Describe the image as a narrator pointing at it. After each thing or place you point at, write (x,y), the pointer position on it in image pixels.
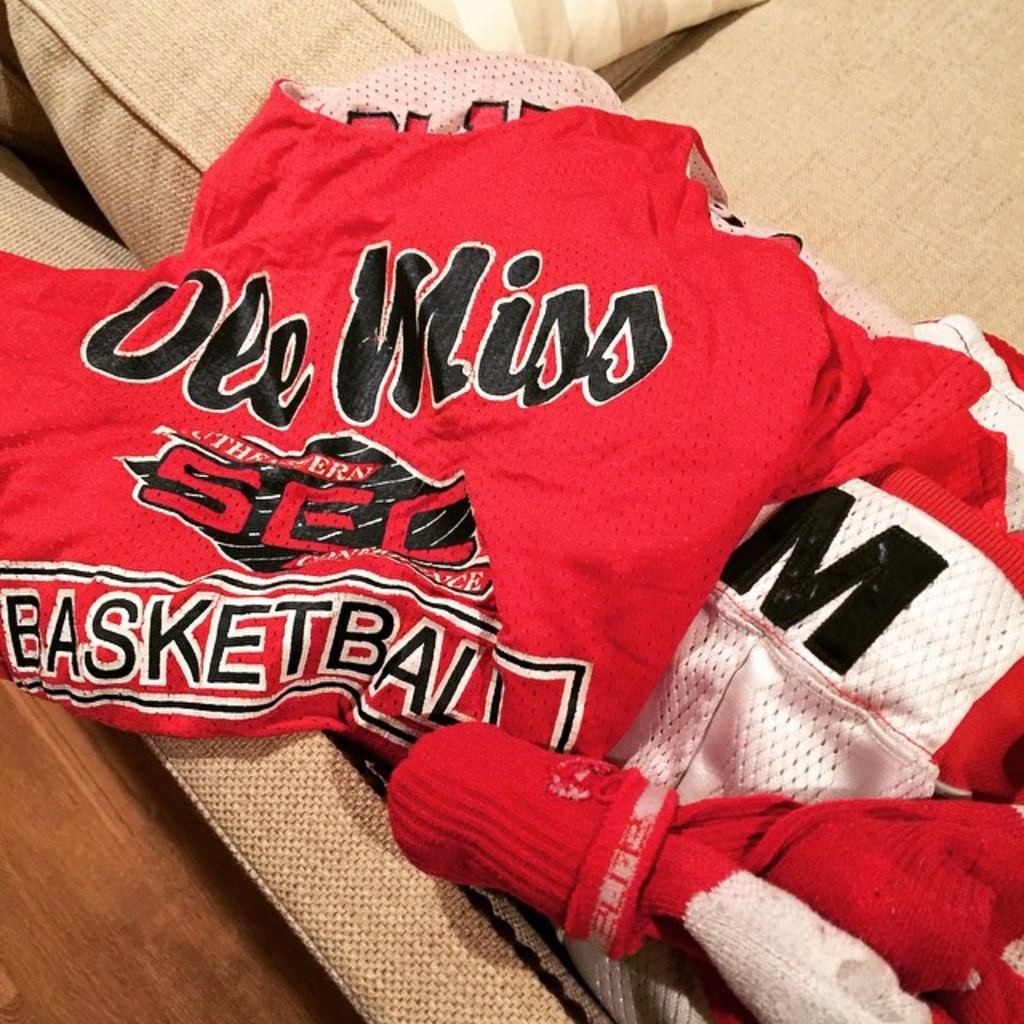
In the foreground of this image (536,464), there are jerseys (671,670) and socks (516,795) on a couch (369,895). On top (570,38), we see a pillow (501,50).
